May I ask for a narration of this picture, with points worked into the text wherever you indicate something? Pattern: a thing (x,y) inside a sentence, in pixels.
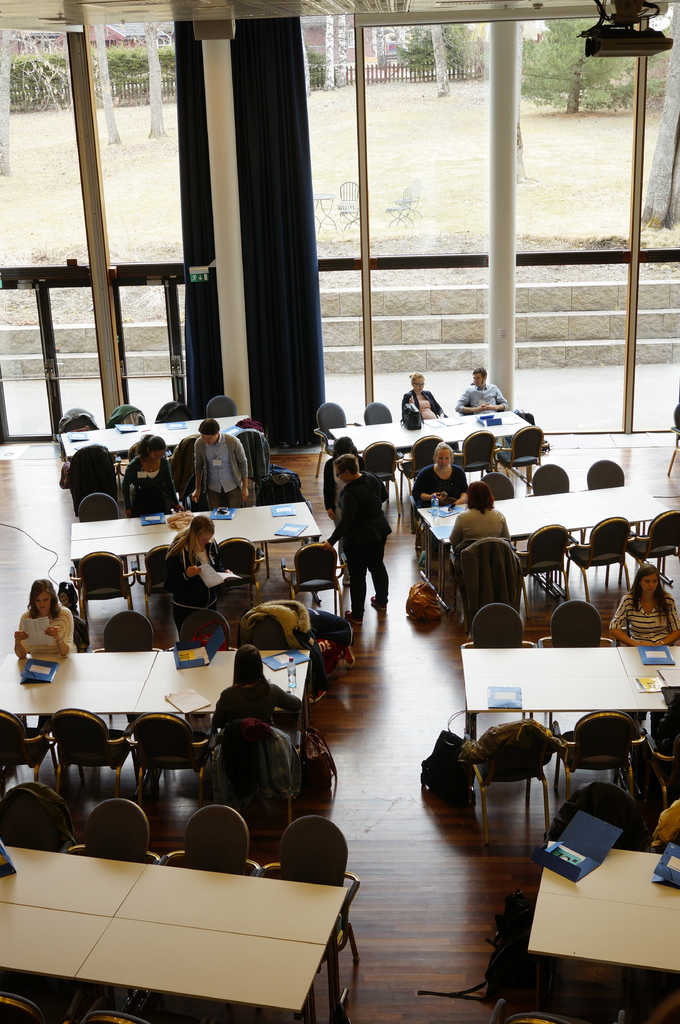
In this image I can see few people (252,692) are sitting on the chairs (336,594) and few people (358,539) are standing. There are some tables (607,890) and chairs (312,865) are arranged around the tables (82,957). In the background (422,161) there is a glass window (566,236). Through that window (425,232) we can see the outside view (388,104). On the tables (163,704) we can see some books (577,850).
